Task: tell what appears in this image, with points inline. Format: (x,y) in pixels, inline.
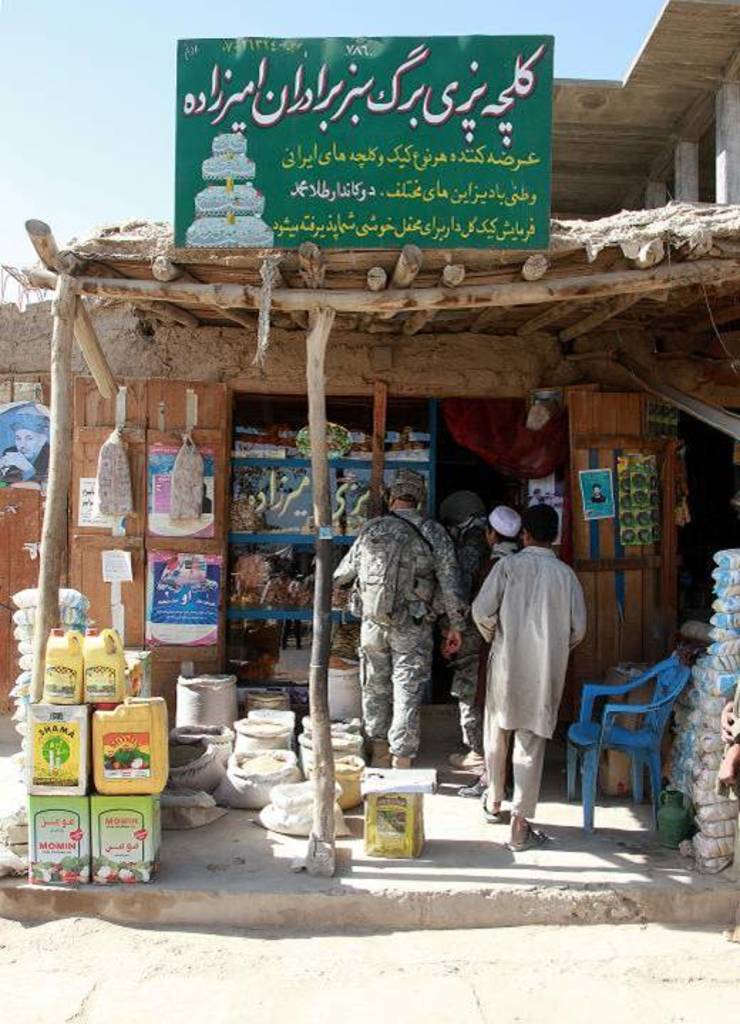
In this picture we can see some persons (499,763) are standing on the floor (588,906). This is hut (511,371) and there is a chair (658,792). On the background (57,70) we can see a sky (79,108) and this is board (385,129).
